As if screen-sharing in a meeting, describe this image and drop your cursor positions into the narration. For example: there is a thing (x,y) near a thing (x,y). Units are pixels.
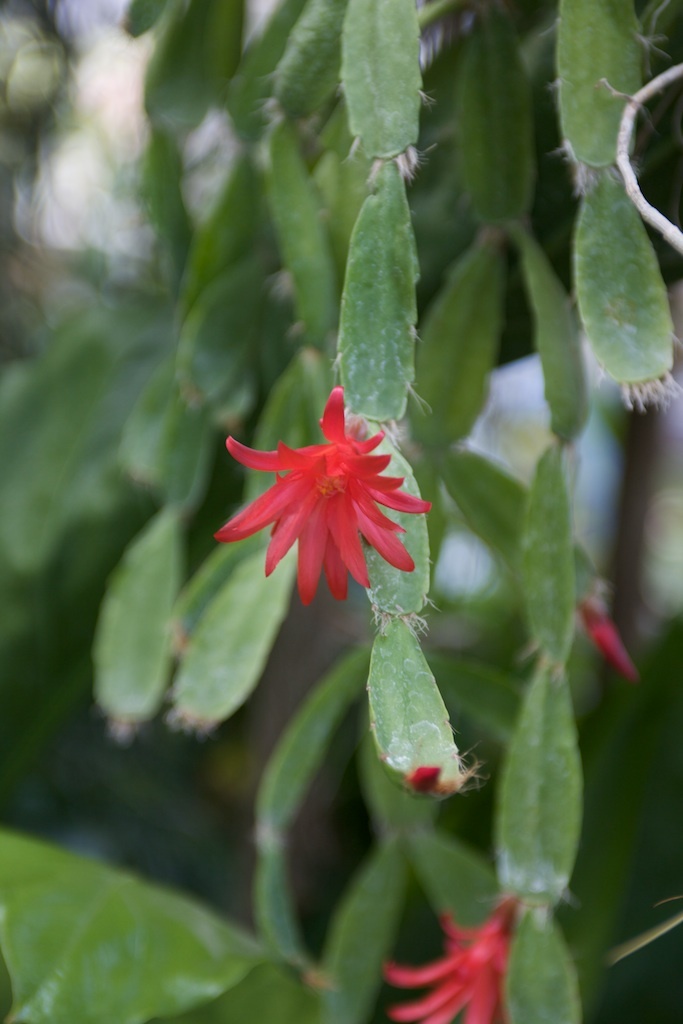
In the image we can see orchid cactus (561,357) and a flower (326,506) red in color.
